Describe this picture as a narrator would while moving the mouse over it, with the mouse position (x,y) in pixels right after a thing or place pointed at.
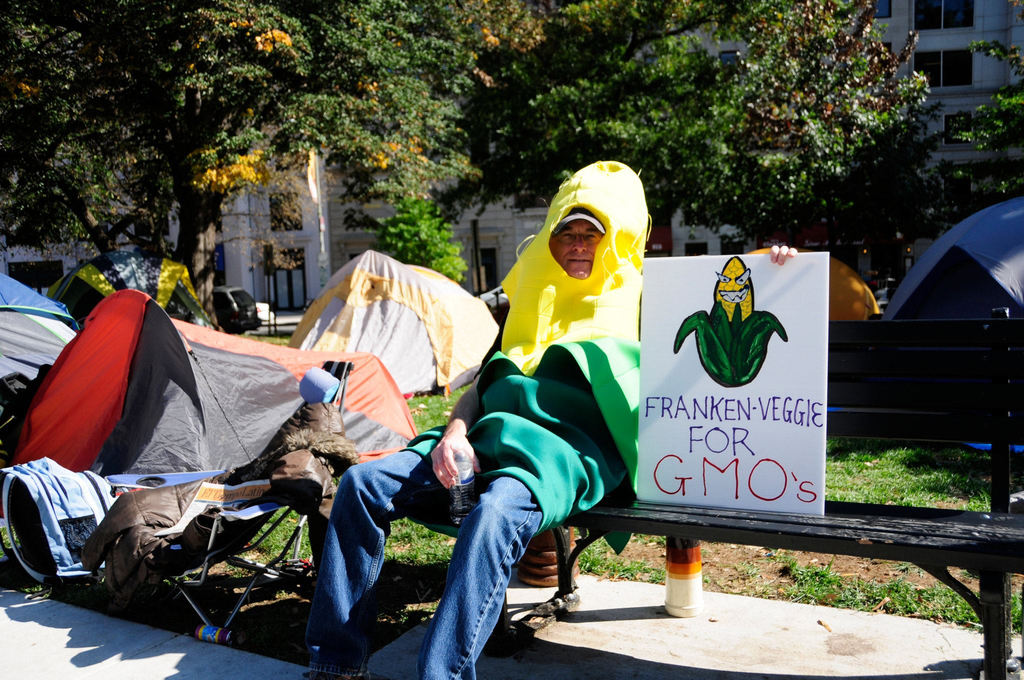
In this image, I can see a man (542,517) sitting on a bench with fancy dress (577,405) and holding a board (725,406) and a water bottle (461,472). There are tents (268,411) on the grass (944,460). Beside the man (526,446), there is a chair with clothes (284,466) on it. In the background (242,326), I can see a vehicle (255,302), trees (518,73) and buildings (987,68).
